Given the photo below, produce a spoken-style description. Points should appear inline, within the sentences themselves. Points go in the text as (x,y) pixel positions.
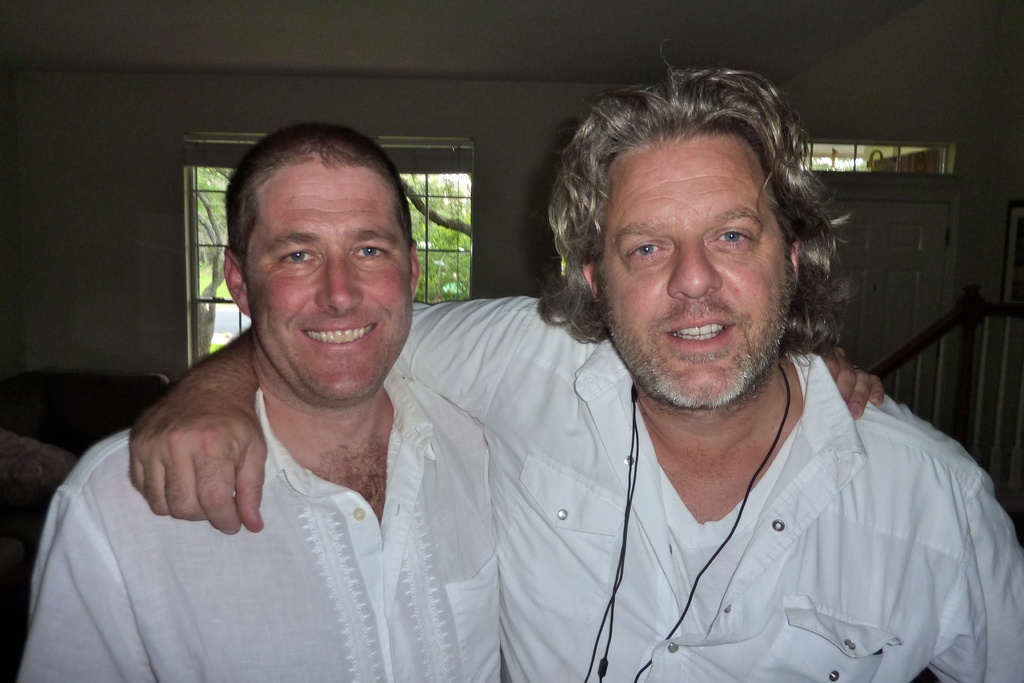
This image consists of a two men (663,609). Both are wearing the white shirts (268,640). In the background (940,59), we can see a wall (825,68) along with a door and a window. At the top (443,48), there is a roof (572,59). On the right (892,359), we can see a handrail (968,412). On the left (25,479), it looks like a sofa (53,481).
